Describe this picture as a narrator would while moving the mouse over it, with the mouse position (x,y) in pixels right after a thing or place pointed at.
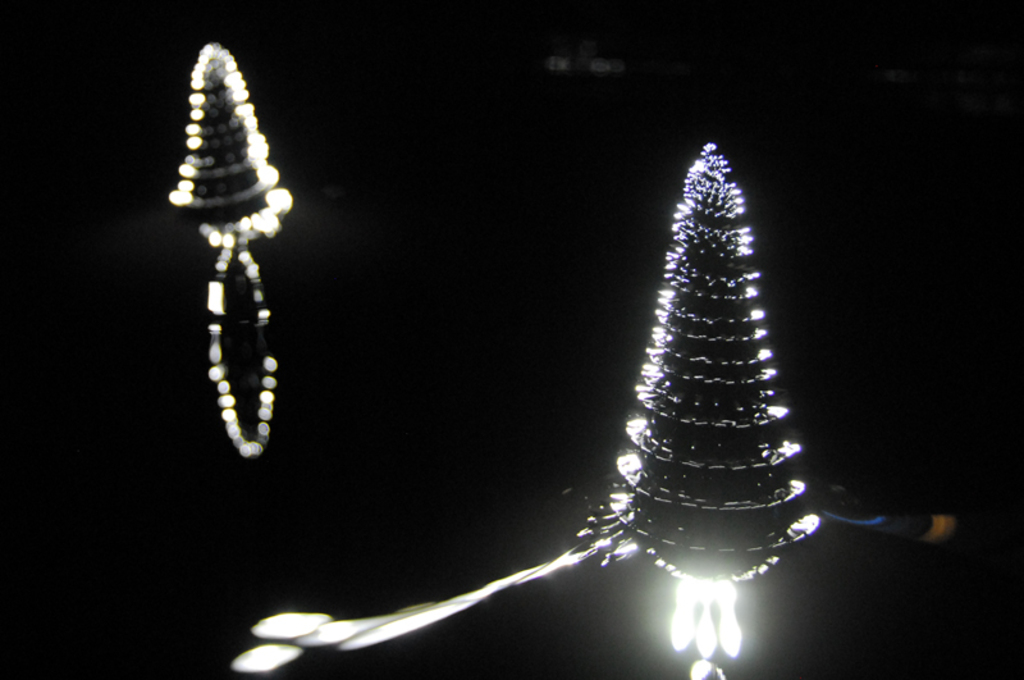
In this image I can see number of lights (705,168) in the front (655,515) and in the background of this image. I can also see this image is in dark and I can see this image is little bit blurry in the background (125,289).
